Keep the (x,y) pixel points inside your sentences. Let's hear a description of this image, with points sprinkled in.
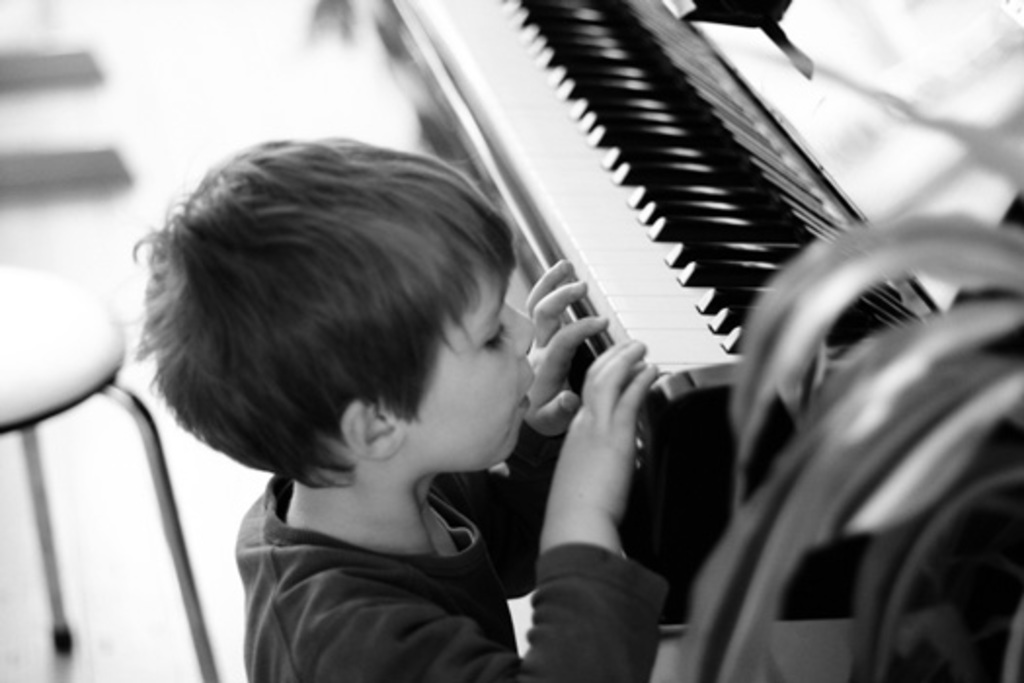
In this image, In the middle (431,437) there is a boy (428,530) standing and in the right side (720,404) there is a piano (698,222) which is in black color and in the left side (39,388) there is a stool (40,411) in white color, In the background (45,128) there is a white color floor (199,105).
